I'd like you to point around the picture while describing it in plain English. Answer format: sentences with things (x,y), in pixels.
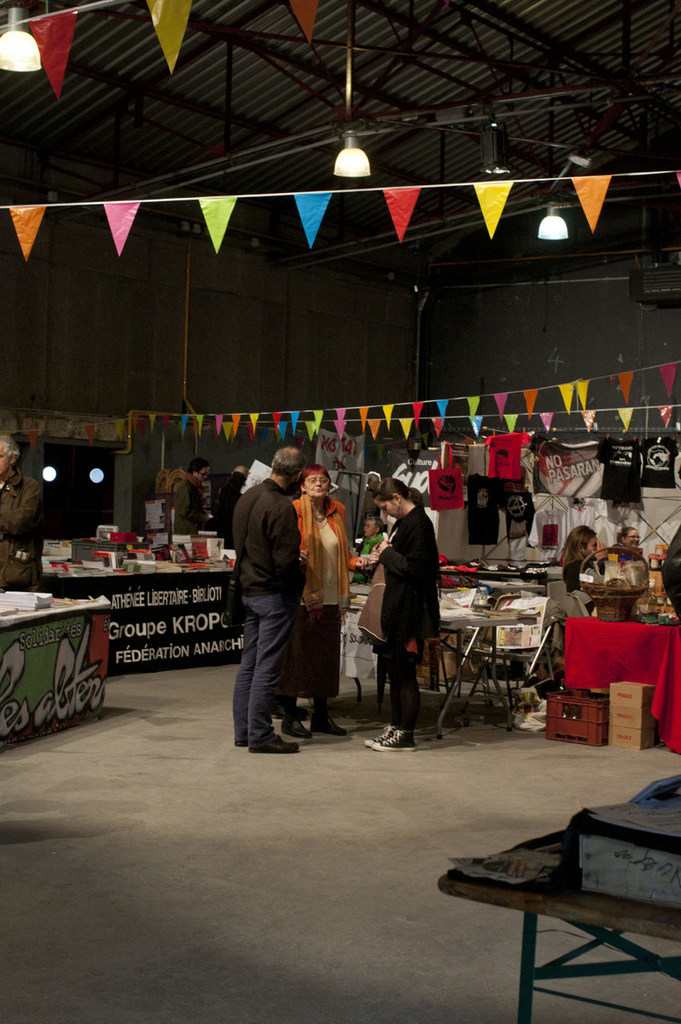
In this image I can see number of tables (31,610), number of people (284,628) and on these tables (79,594), I can see number of stuffs (627,553). I can also see number of paper flags (167,2) and few lights (10,25) on the ceiling (384,198). In the background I can see two more lights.
